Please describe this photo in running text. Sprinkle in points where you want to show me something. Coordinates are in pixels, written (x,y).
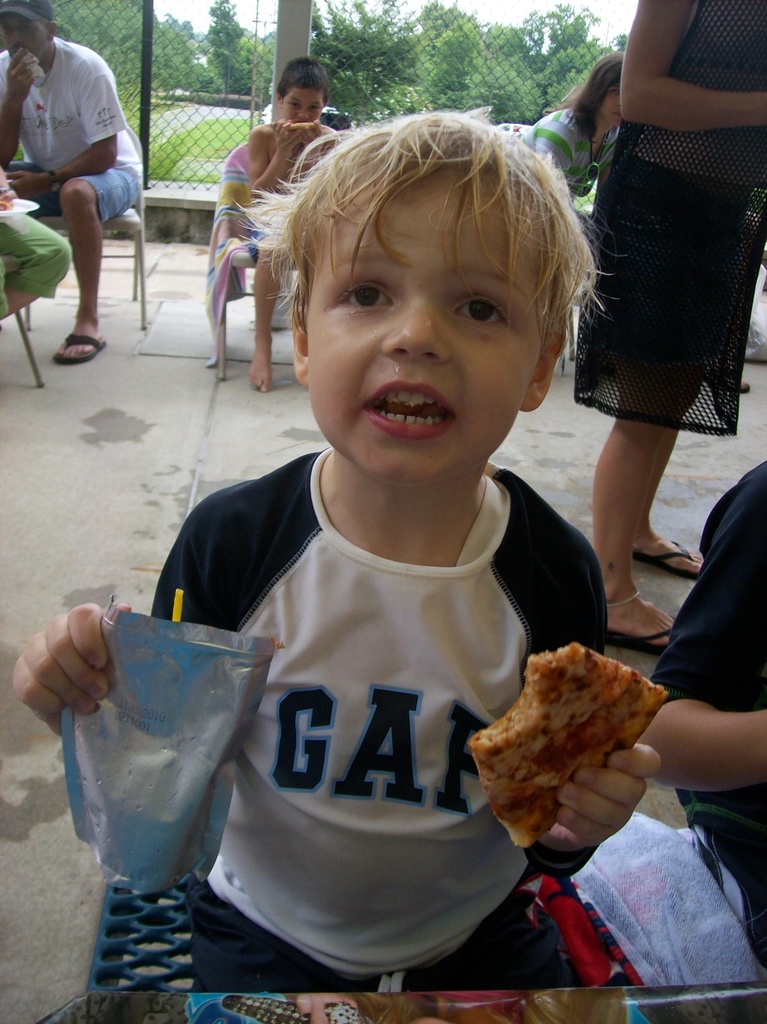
In this picture we can see some people (259,939) are sitting and eating, around them we can see the fencing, side we can see some trees (270,60), grass (233,124).
